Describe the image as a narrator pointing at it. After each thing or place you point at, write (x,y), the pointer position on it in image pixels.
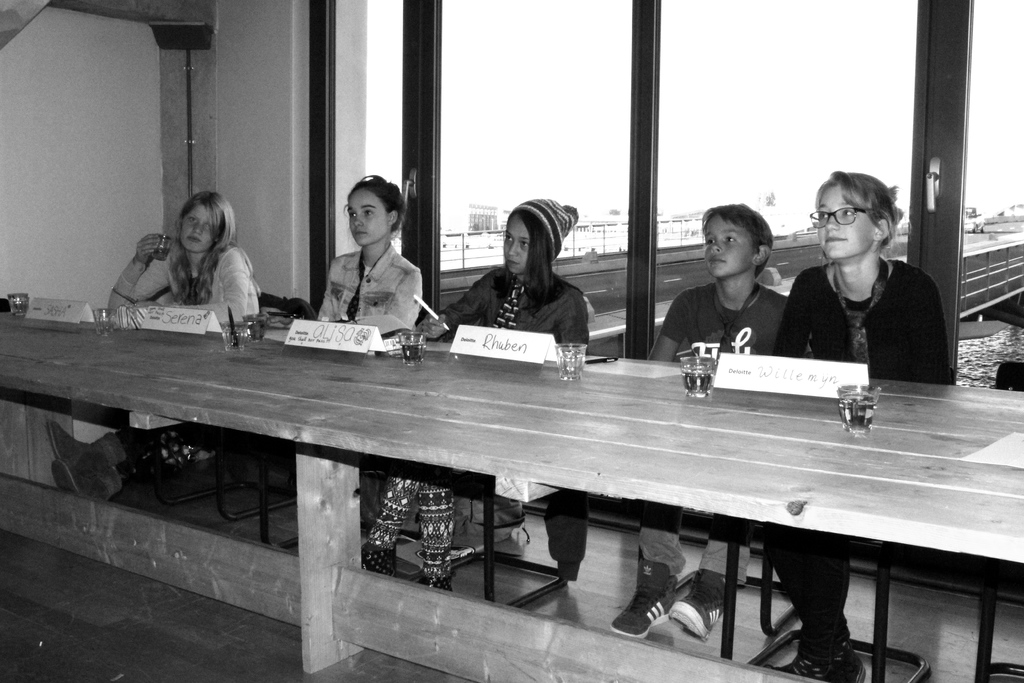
A black and white picture. This persons (350,290) are sitting on a chair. In-front of this person's (218,298) there is a table (502,379), on a table (432,396) there are glasses (563,359) and name boards (298,342). Outside of this window (744,122) we can able to see a bridge (988,250) and buildings (608,236).
